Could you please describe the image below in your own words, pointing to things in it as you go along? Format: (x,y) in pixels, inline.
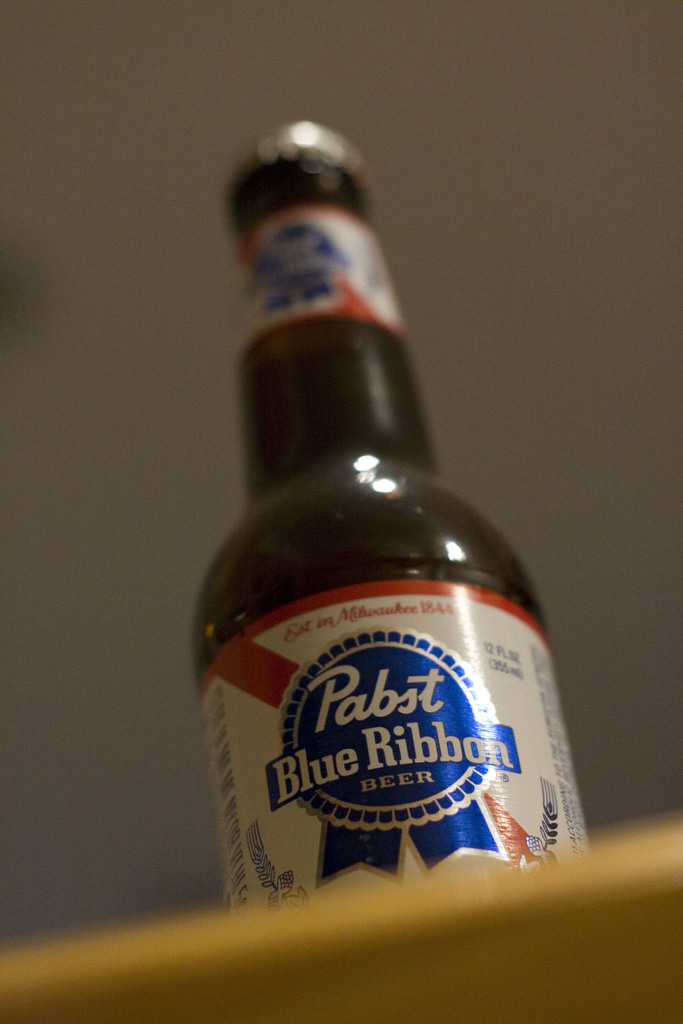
In this picture we can see a bottle (402,810) with sticker (472,593) on it and this bottle (451,565) is placed on a platform (602,930).
